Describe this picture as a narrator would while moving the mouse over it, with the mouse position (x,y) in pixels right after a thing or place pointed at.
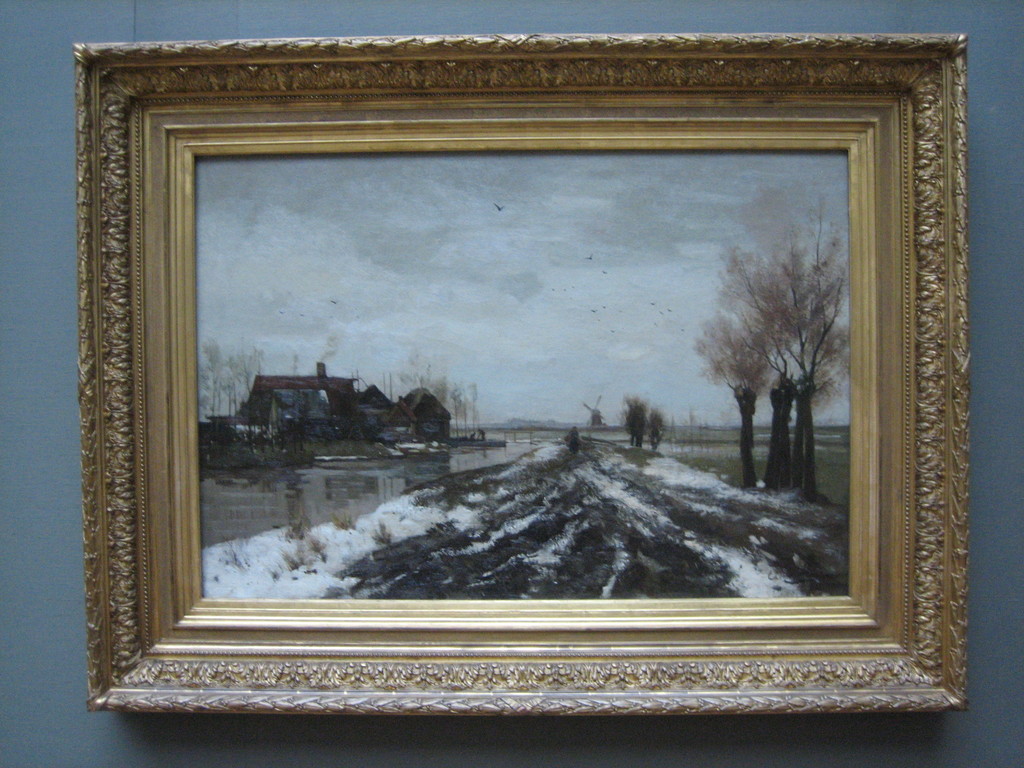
This image consists of a photo frame (697,680) hanged on the wall (21,330). In the photo frame (728,515) we can see a house (355,432) and trees (635,437) along with the snow (419,517).
